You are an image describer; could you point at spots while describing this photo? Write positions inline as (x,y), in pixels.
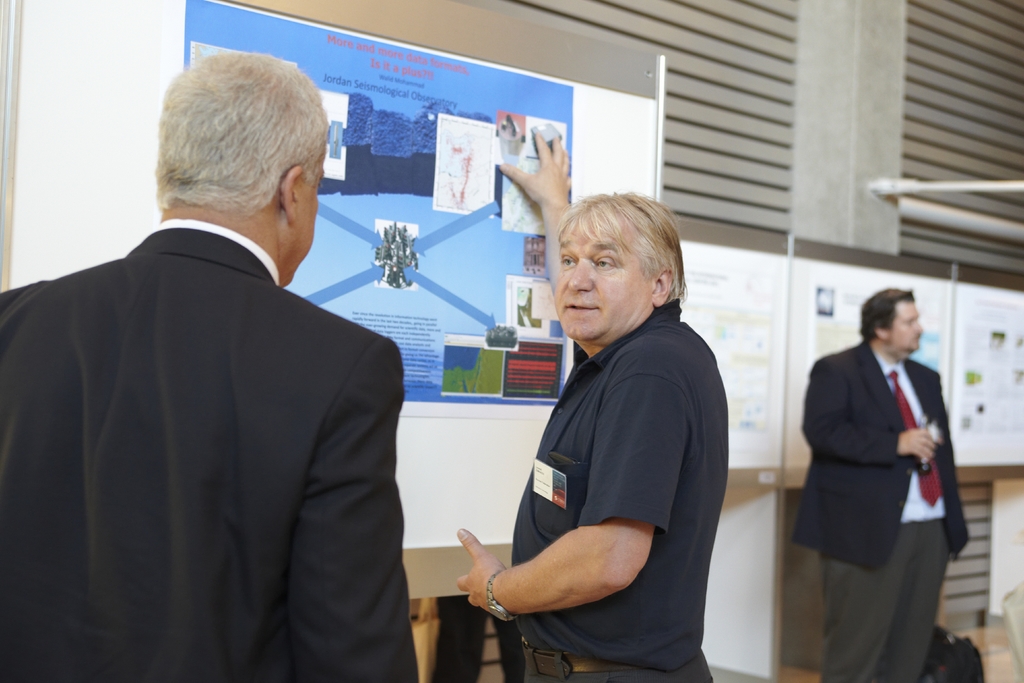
There are men (15,573) in the foreground area of the image (541,424) and a poster (455,117) in front of them and a person (883,526), bag (951,635), pillar (835,39) and posters (1011,369) in the background (842,139).
